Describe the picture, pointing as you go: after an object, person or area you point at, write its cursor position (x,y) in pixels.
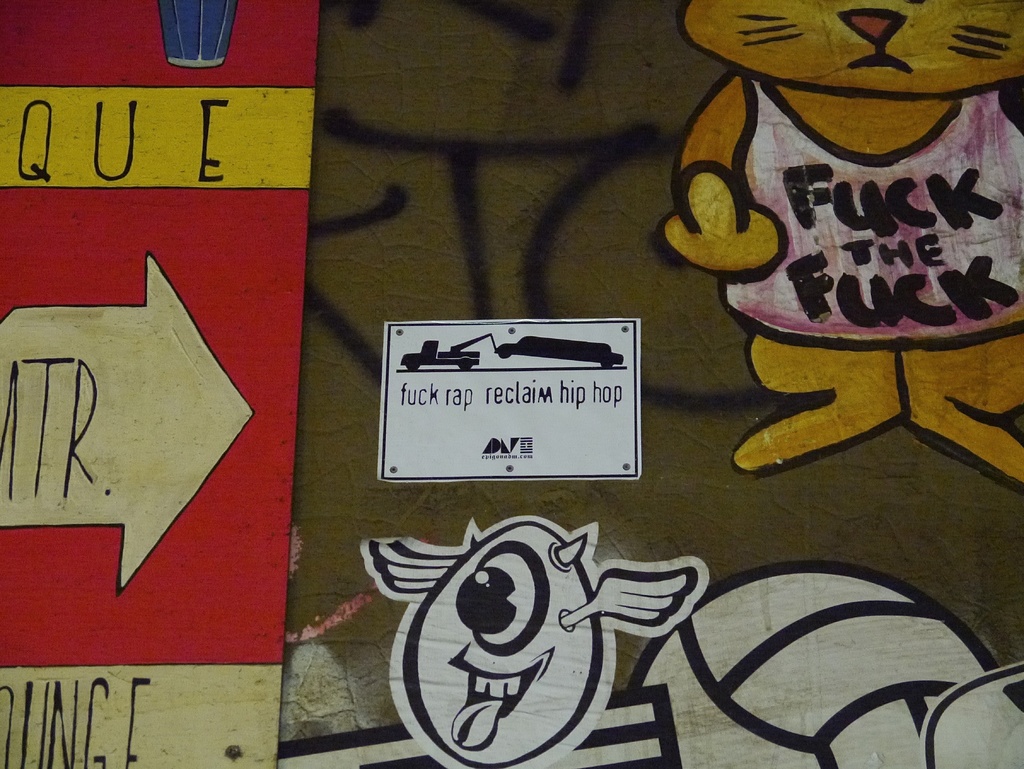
We can see boards (279,391) and painting (589,545) on the wall (636,226).
